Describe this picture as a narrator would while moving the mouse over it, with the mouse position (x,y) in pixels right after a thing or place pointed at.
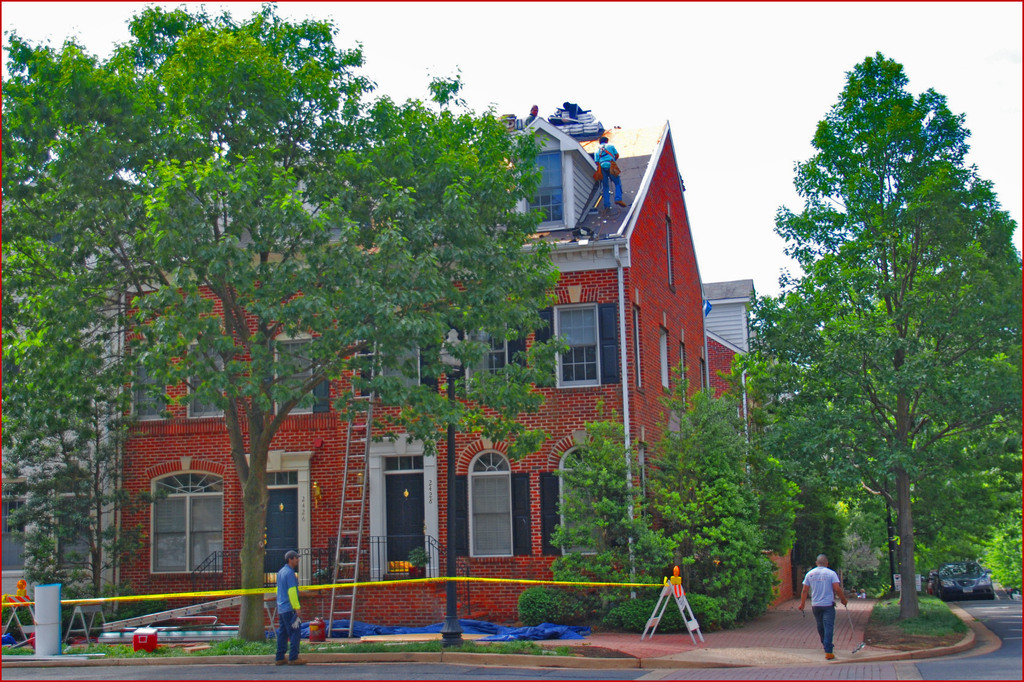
In this picture we can see a car (956,574) on the road (932,667), some people (834,604), grass (133,655) ladder (339,543), box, trees (737,518), some objects (410,566), buildings (698,294) with windows (165,412) and in the background (637,78) we can see the sky (490,74).
